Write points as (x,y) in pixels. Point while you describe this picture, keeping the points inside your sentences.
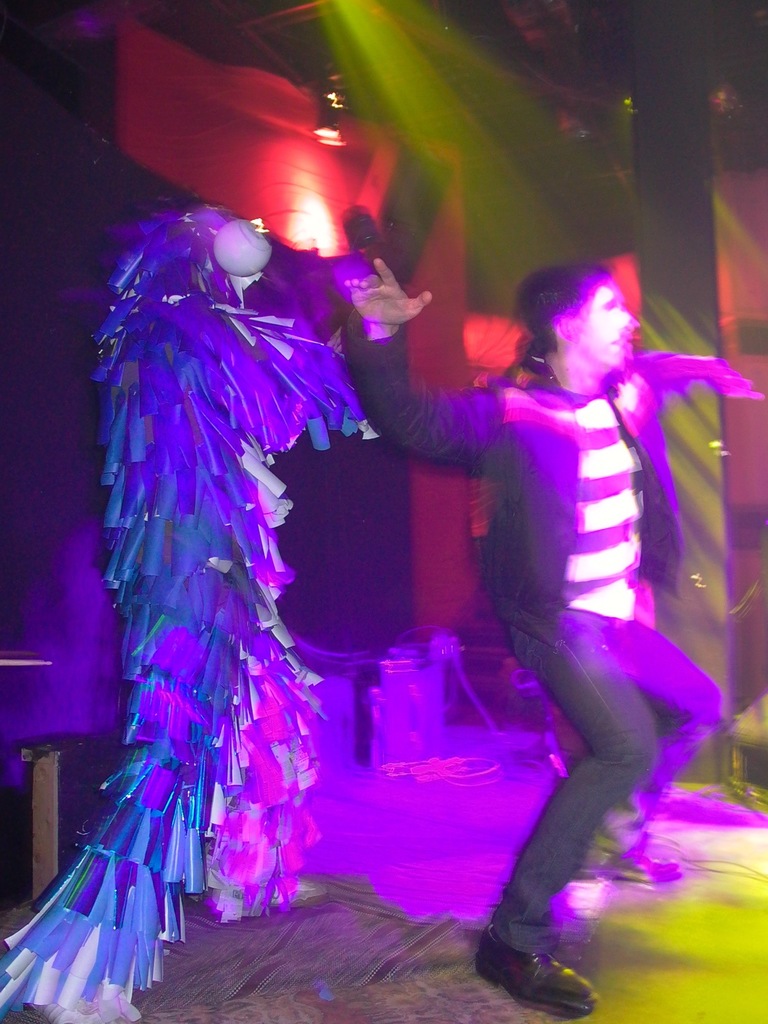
In this image, we can see some people (665,692) dancing on the stage (717,786) and a person (301,671) who is on the left side (71,951) wearing a fancy dress (299,770) and at the top (346,32) we can see the light (414,108).
